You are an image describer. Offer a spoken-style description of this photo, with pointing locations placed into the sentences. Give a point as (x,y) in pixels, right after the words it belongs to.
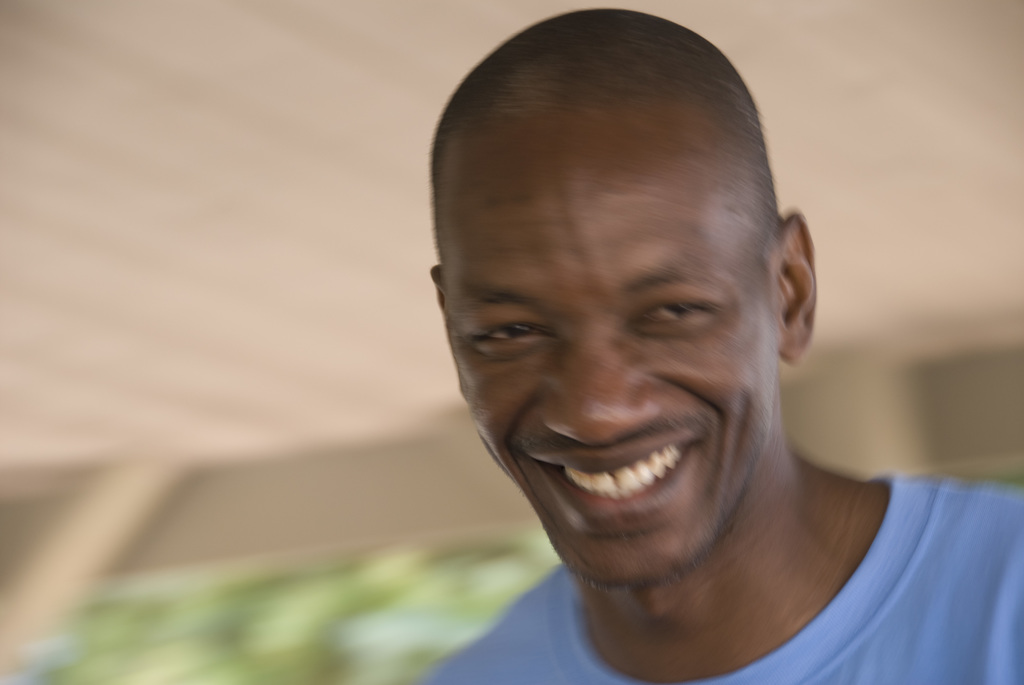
In this image I can see a person (720,455) wearing blue color dress (916,559). Back I can see a cream and green color background (164,571).
